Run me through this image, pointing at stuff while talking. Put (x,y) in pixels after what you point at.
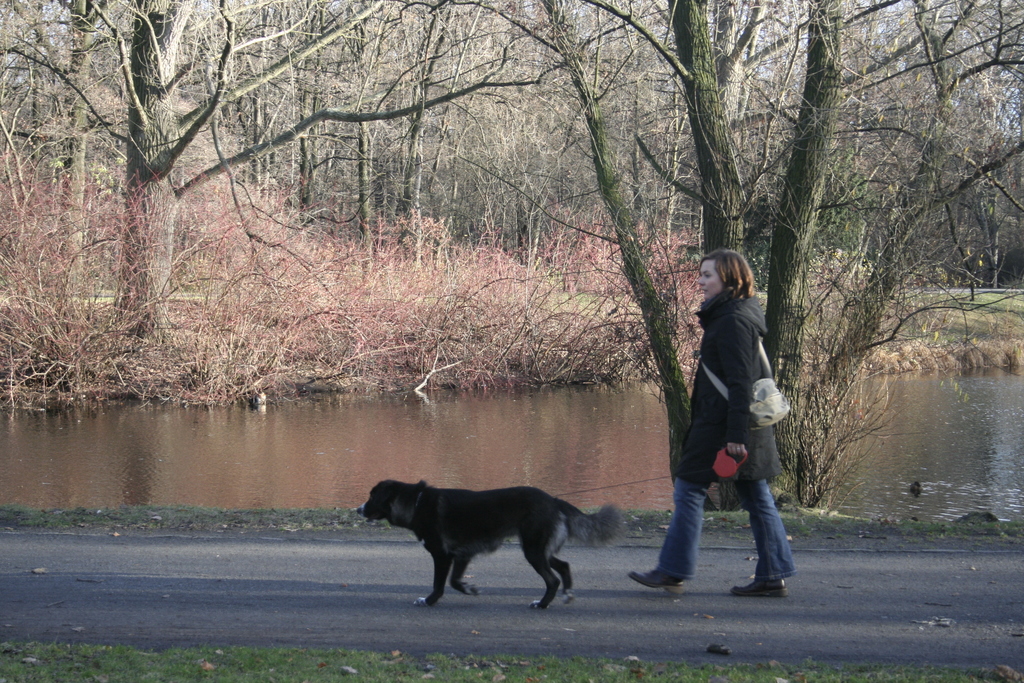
In the image there is a woman (711,460) walking with a dog (476,541) on a road (477,626) and on back side there is pond (604,410) with trees (731,220).
